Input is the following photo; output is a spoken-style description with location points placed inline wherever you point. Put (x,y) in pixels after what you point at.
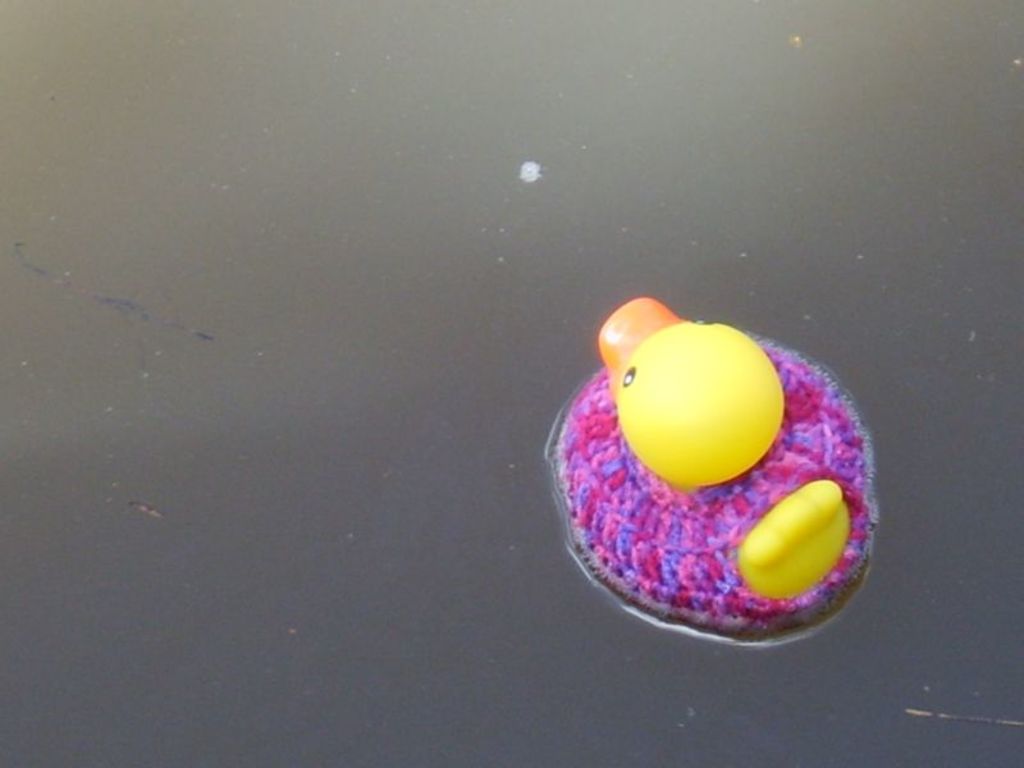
In this image we can see a duck doll (796,532) where it is there in a some water body (419,533).
